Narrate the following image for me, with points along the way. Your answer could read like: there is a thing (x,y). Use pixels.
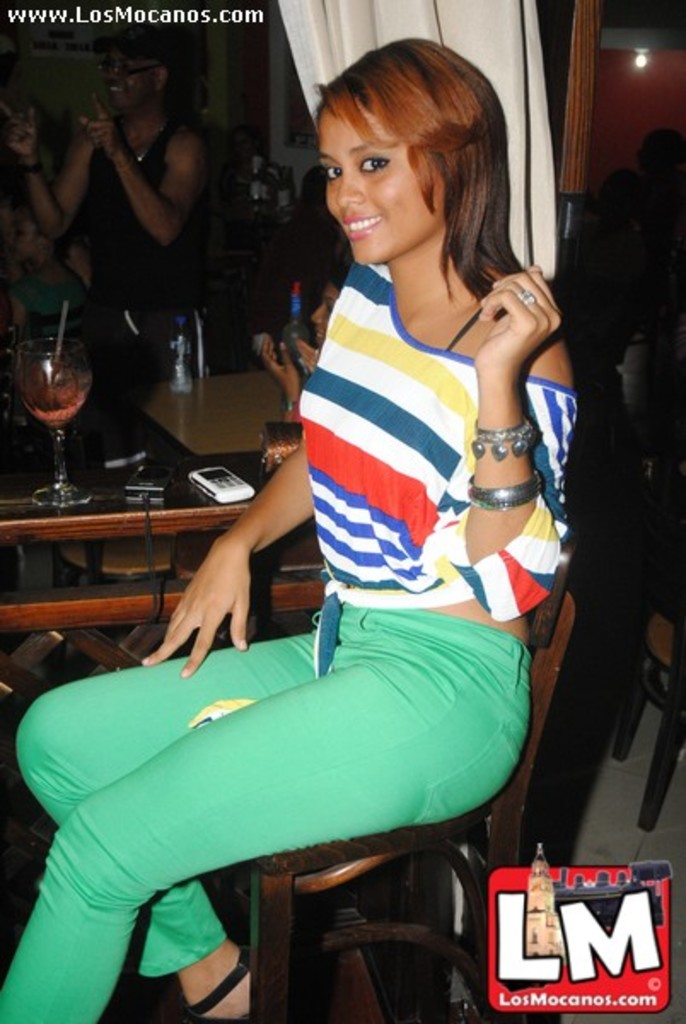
In front of the picture, we see the woman (391,679) is sitting on the chair (294,858). She is smiling and she is posing for the photo. Beside her, we see a table (85,520) on which the glass (68,347) containing the liquid (27,402), mobile phones (131,497), water bottles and a glass bottle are placed. In the background (179,260), we see a man (177,190) is standing and he is smiling. Behind her, we see the white curtain (512,105). In the background (284,69), we see a wall (273,53) and a brown door (580,103). This picture might be clicked in the dark.
